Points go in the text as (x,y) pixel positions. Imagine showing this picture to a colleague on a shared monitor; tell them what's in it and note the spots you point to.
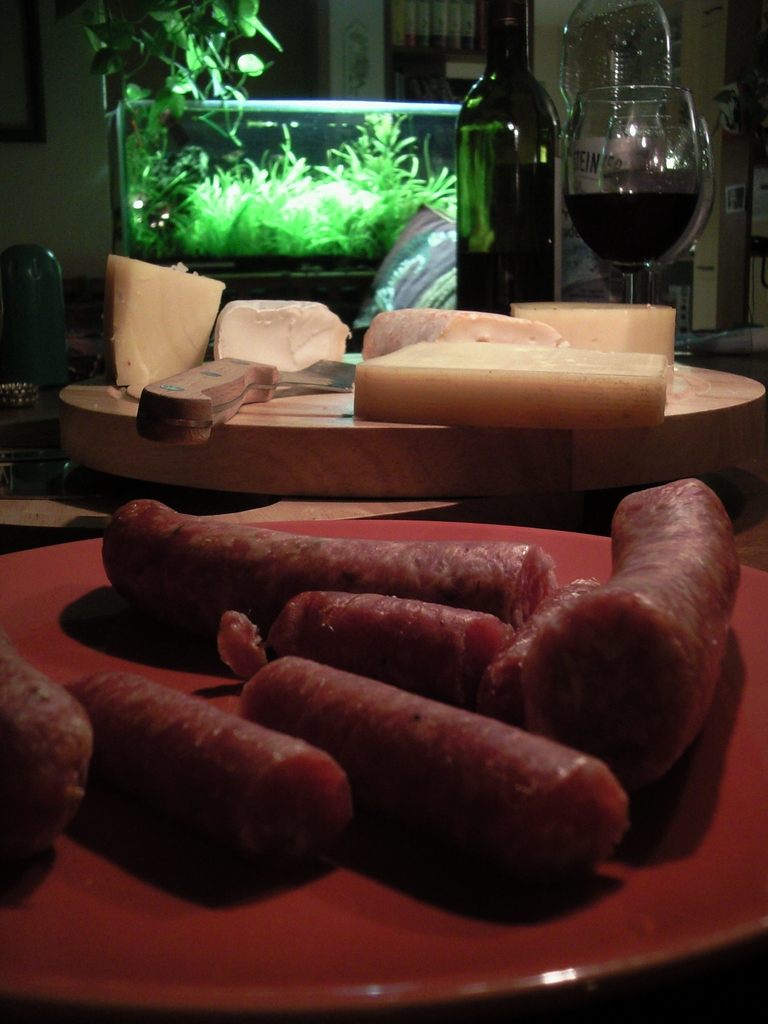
In the foreground of this picture (277,524) we can see a red color platter (738,763) containing some food item (285,669) and we can see a wooden object (517,451) on the top of which some food items (344,335) and a knife (176,417) is placed and we can see the glass of drink (619,197), glass bottle (543,141) and some other objects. In the background (360,82) we can see the wall (372,60), green leaves (220,173) and many other objects (37,340).
